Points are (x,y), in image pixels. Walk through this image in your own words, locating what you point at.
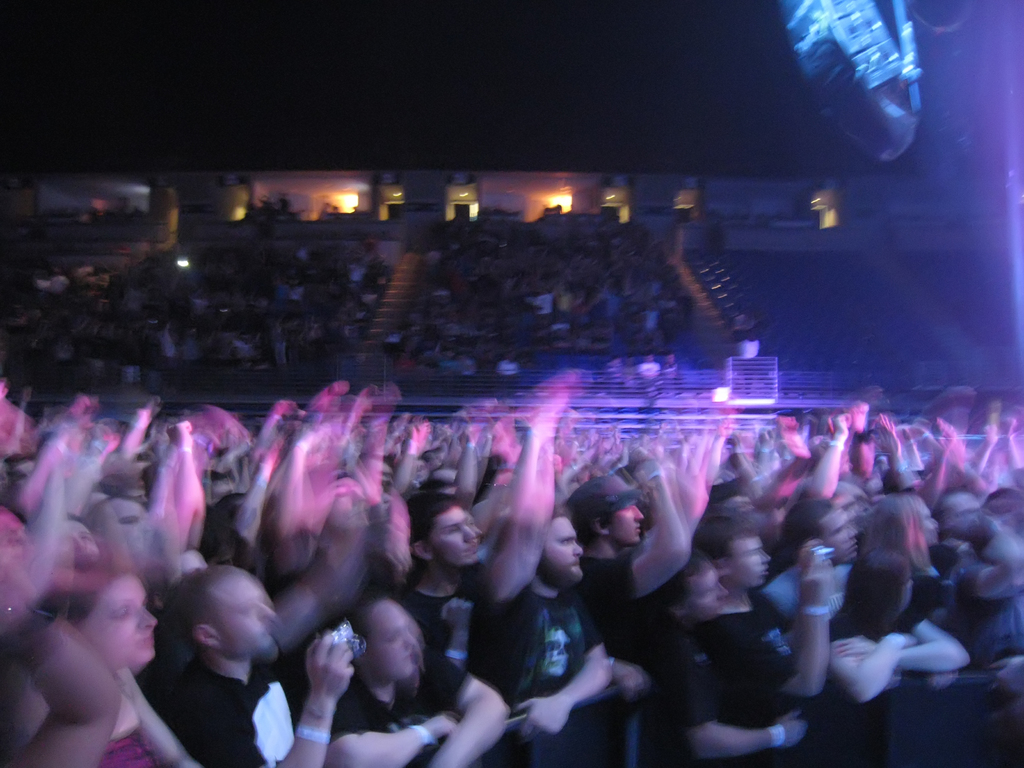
Here we can see group of people (136,358). In the background (781,93) it is dark and we can see lights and wall (482,183).
